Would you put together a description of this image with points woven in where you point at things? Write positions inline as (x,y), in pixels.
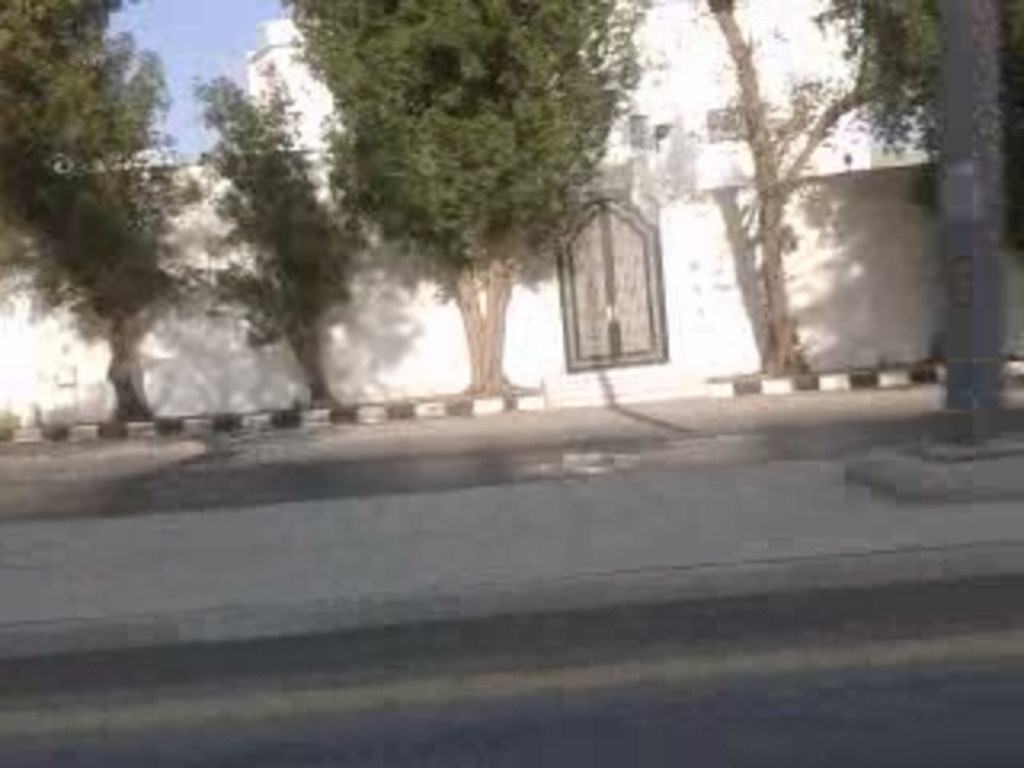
In this picture we can see few trees (470,185) and buildings (603,167), on the right side of the image (968,235) we can see a pole (946,233).
